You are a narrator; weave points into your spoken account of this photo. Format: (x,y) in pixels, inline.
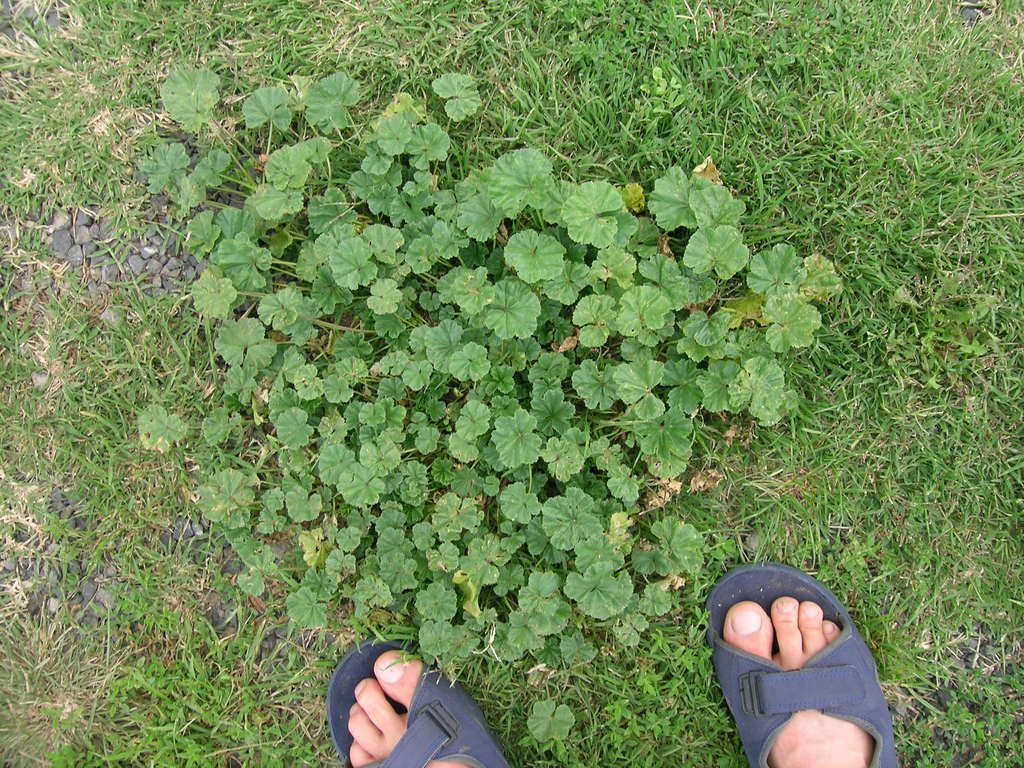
In this image we can see persons legs (401,675) and grass (546,97).
